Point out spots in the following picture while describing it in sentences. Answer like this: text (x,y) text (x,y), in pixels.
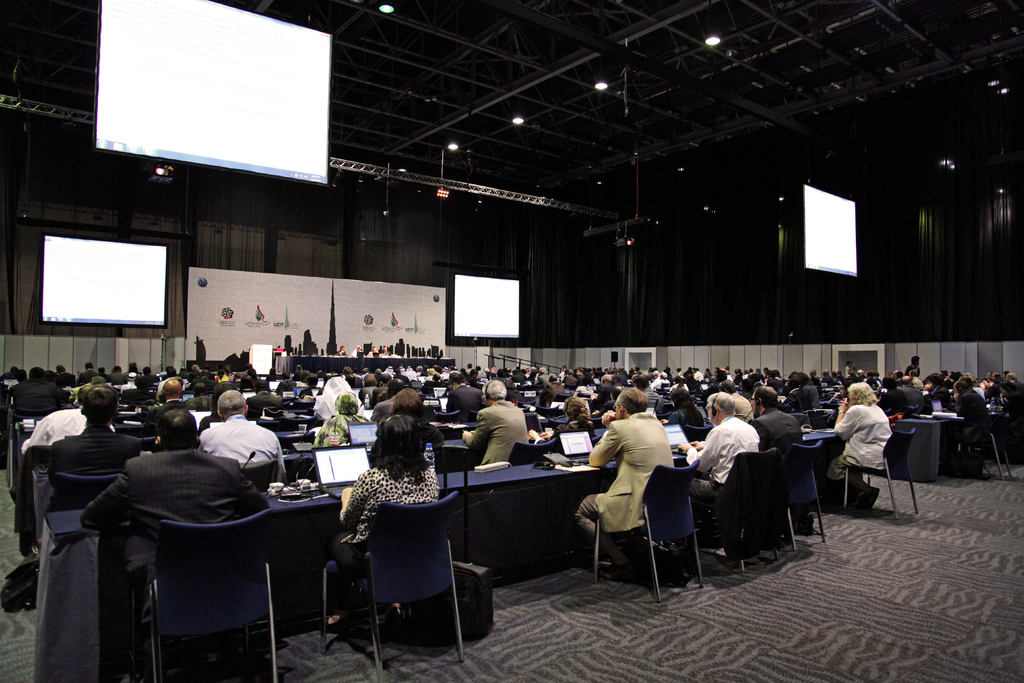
At the top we can see lights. These are screens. Here we can see all the persons (397,437) sitting on chairs (524,458) in front of tables (483,466) and on the tables (509,489) we can see laptops (350,464), bottles (430,457). Here on the platform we can see persons (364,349) sitting on chairs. Behind to them we can see banners (342,321). This is a floor (758,617).
